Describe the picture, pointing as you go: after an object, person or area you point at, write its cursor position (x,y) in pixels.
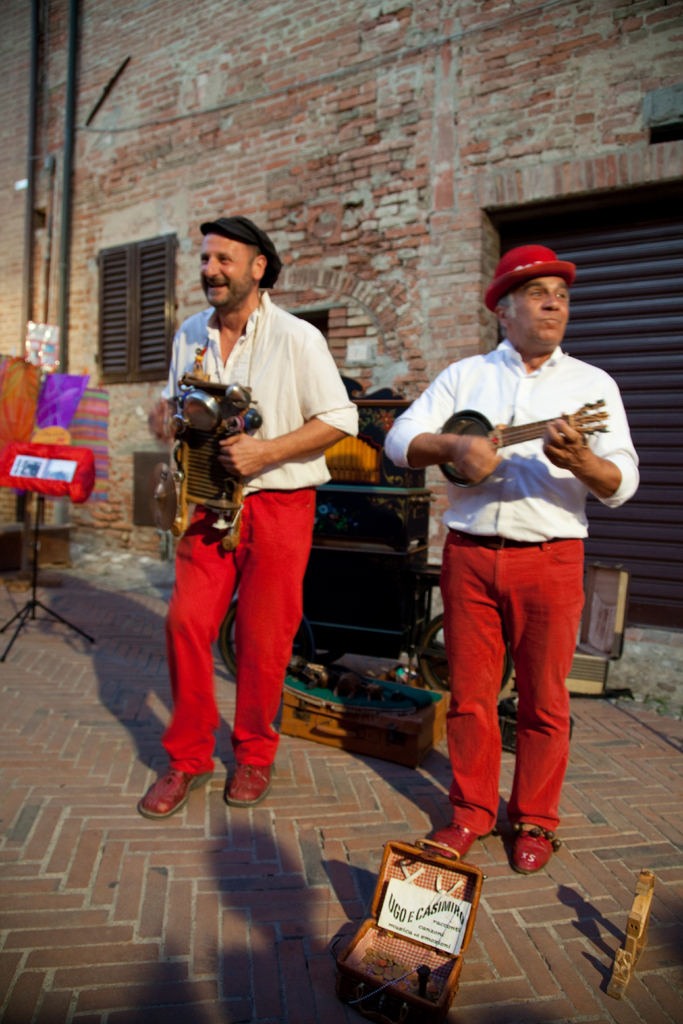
In this image there are two persons (451,509) standing on the sidewalk (6,687) and holding two musical instruments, and there are wooden boxes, coins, paper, book (24,471) on the stand (49,466), and some objects (413,520), and at the background (292,258) there is a building (393,218), shutter (555,226), pipes (37,18).
